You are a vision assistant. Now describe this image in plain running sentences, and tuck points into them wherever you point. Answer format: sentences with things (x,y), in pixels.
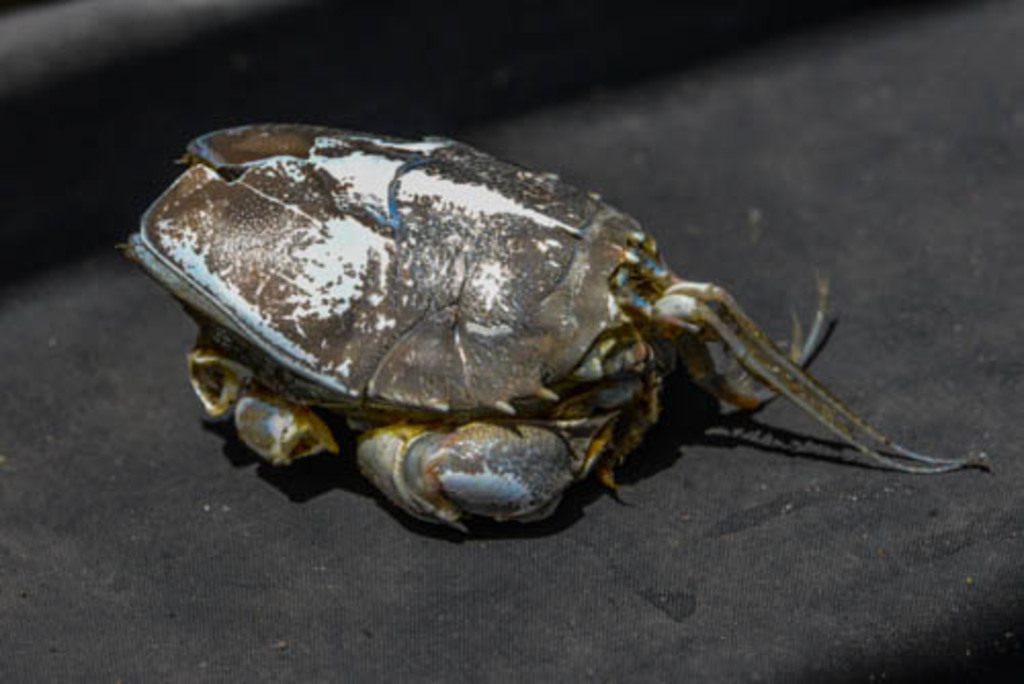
In this image I can see crab (366,347) which is in brown and white color. It is on the black color cloth (443,571).
